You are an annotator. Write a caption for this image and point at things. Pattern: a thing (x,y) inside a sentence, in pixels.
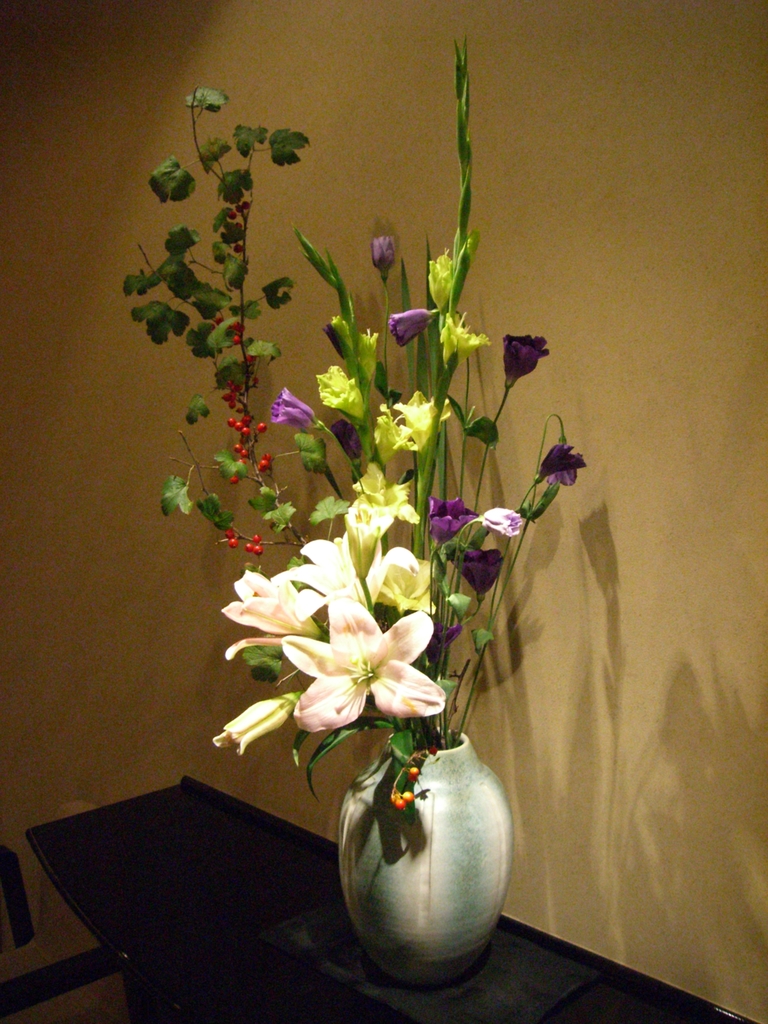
In this image there is wall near the wall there is a table (171,805), on that table (222,833) there is a flower vase (434,876).
